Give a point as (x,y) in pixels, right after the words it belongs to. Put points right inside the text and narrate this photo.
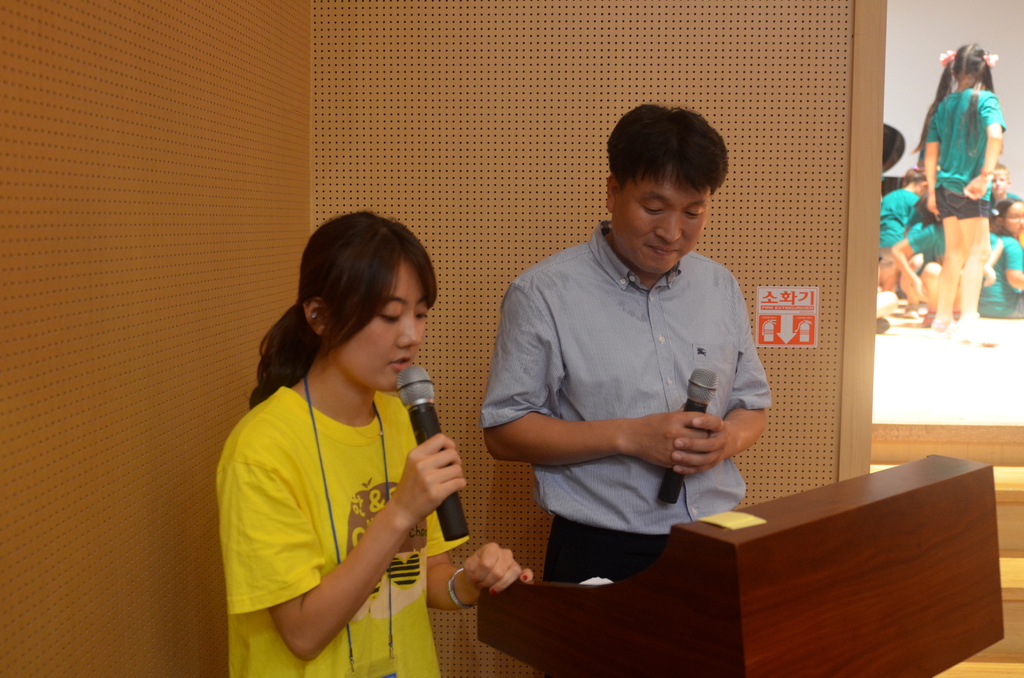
In this image we can see a man (629,333) and a woman (246,661) are holding mics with their hands (714,456). Here we can see steps (989,438), podium (788,589), paper (716,520), and a poster (790,338) on the partition wall (767,353). At the top right corner of the image (890,208) we can see few children (900,192).
